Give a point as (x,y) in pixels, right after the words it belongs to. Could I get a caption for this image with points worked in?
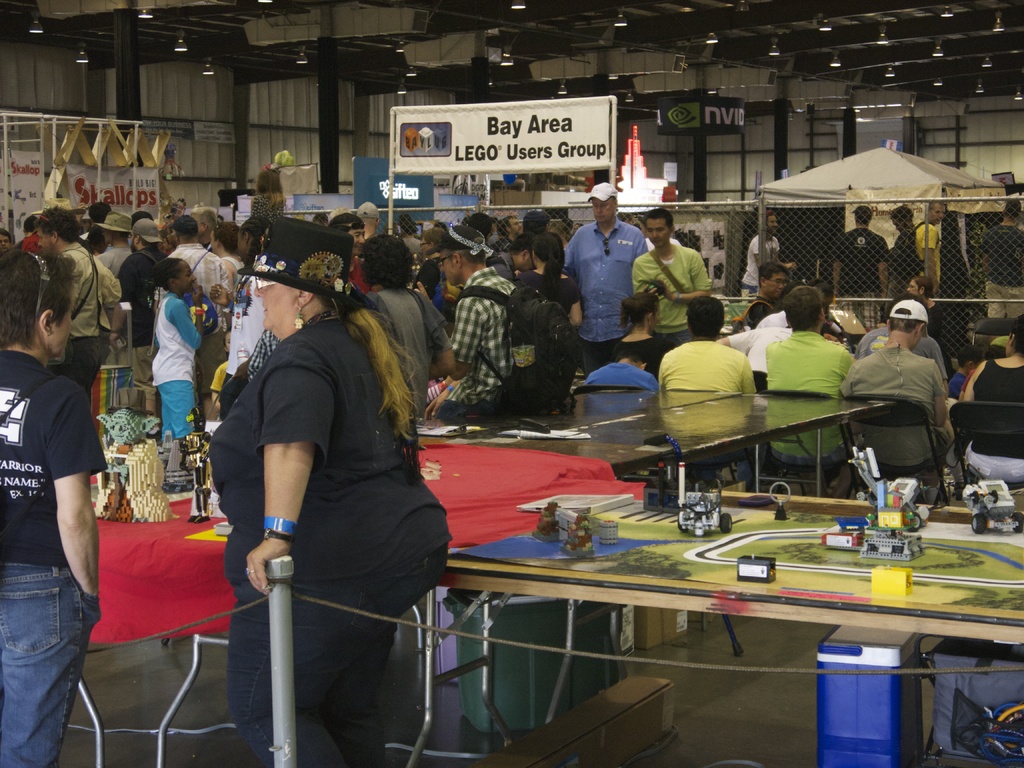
This picture describes about group of people (706,347), few are seated on the chairs (1015,419) and few are standing, in the middle of the image (635,461) we can find few toys (658,484), miniatures (658,501) and other things (904,539) on the tables (553,518), in the background (802,193) we can find few metal rods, hoardings (482,171), fence (784,231), lights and a tent (965,188), and also we can see a cable (448,634) and a box (900,679).
